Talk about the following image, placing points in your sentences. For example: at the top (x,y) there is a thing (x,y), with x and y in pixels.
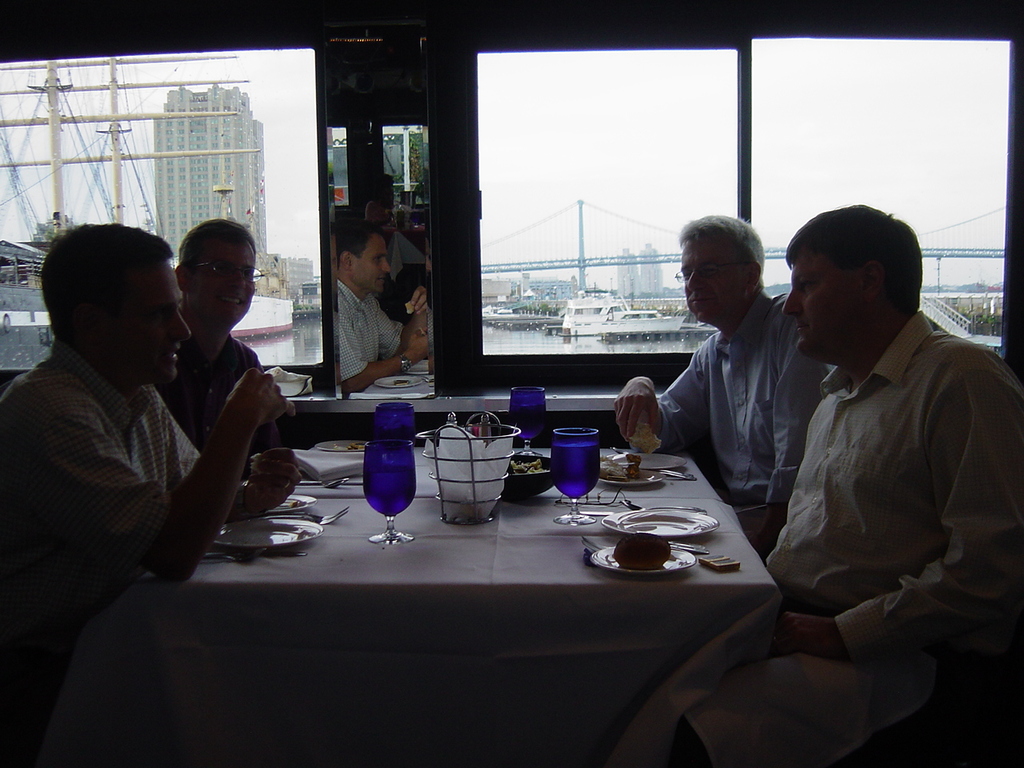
In this image there are group of persons (680,431) sitting on a dining table (505,546) and having food (627,539) together. The two persons (764,429) sitting on the right side (795,418) the man (765,455) wearing a blue shirt (721,379) he is having a food (638,433) and is smiling. The Left side (197,395) the person (209,413) sitting at the corner is smiling. In the center (359,281) there is a reflection (377,269) of the man (374,291) in the mirror (369,297). On the table (453,542) there are glasses (394,458), plates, tissues (458,471). In the background (211,181) there is building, sky (561,253), water (551,343), ship's (627,308), bridge (622,258).
